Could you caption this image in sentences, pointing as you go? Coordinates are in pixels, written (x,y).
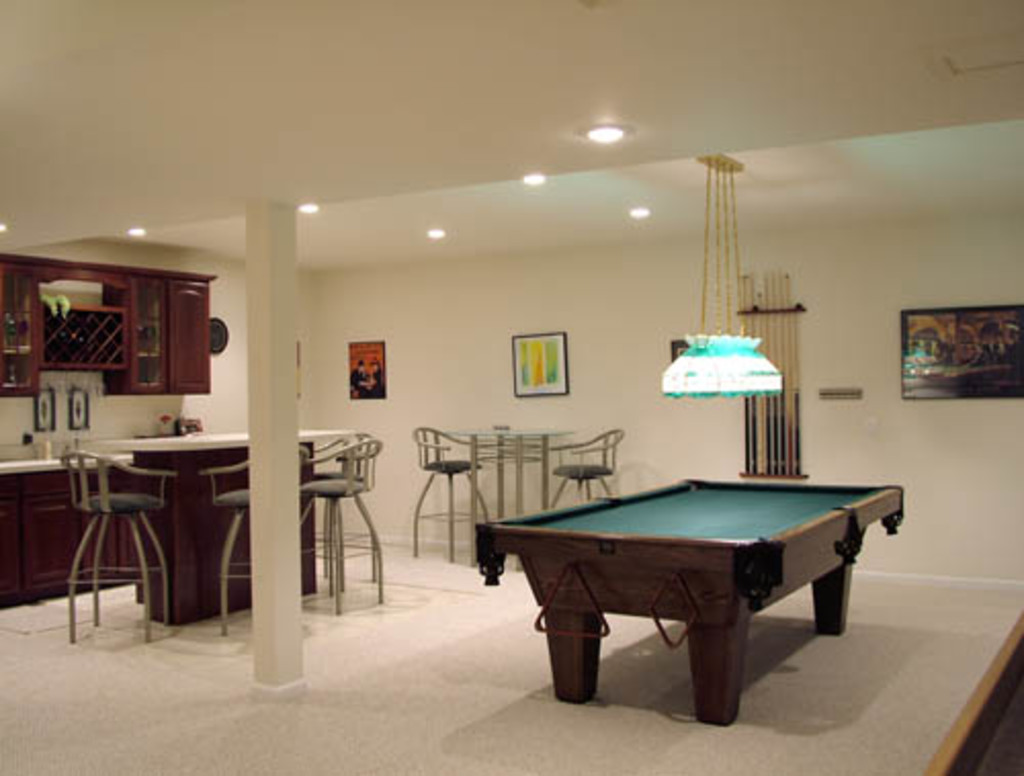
In this image I can see number of chairs (615,452), a table (504,438) and a snooker table (535,517). I can also see few frames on this wall (504,374).
